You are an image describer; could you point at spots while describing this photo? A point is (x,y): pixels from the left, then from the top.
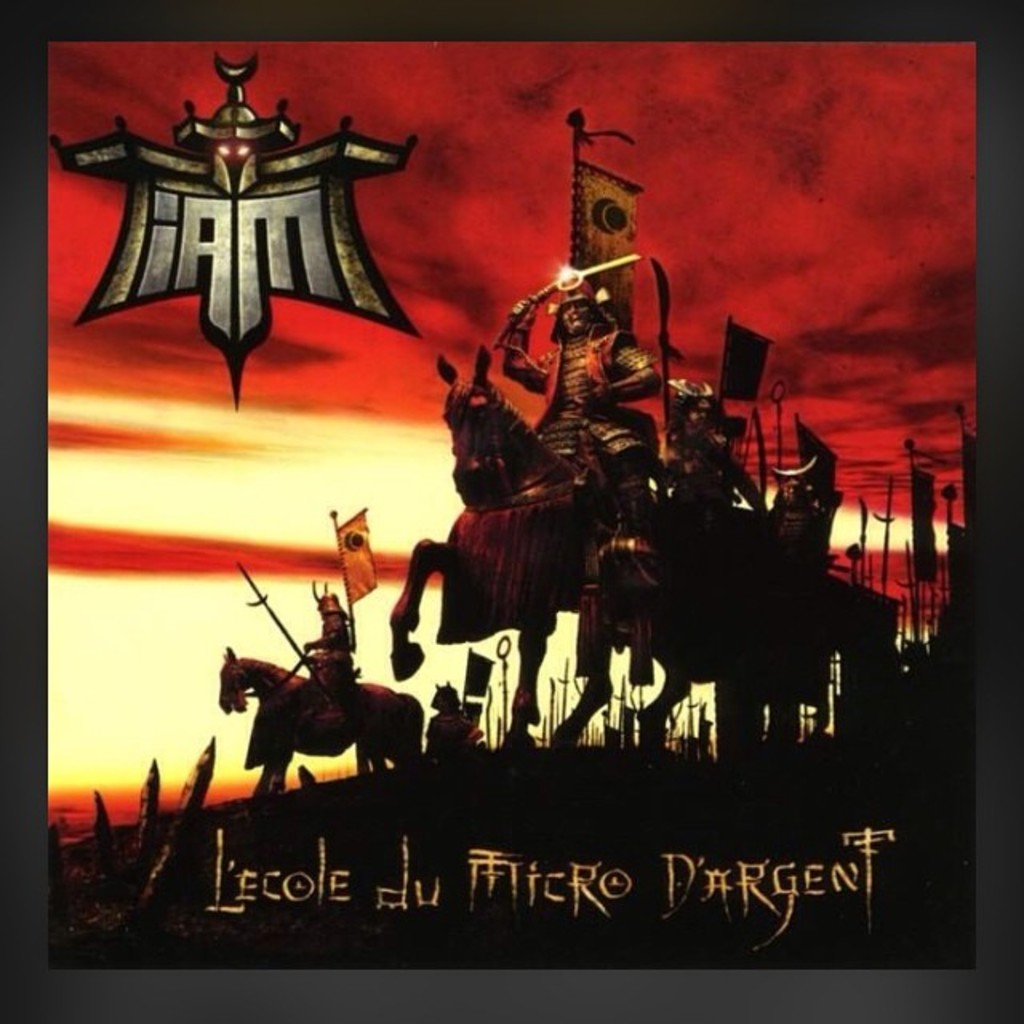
In this picture we can see a poster (756,875), we can see some text (665,908) at the bottom (793,877), there are some horses (364,705), persons (577,465) and flags (576,258) in the middle (587,425), we can see a logo (245,172) at the left top of the picture (245,190).
